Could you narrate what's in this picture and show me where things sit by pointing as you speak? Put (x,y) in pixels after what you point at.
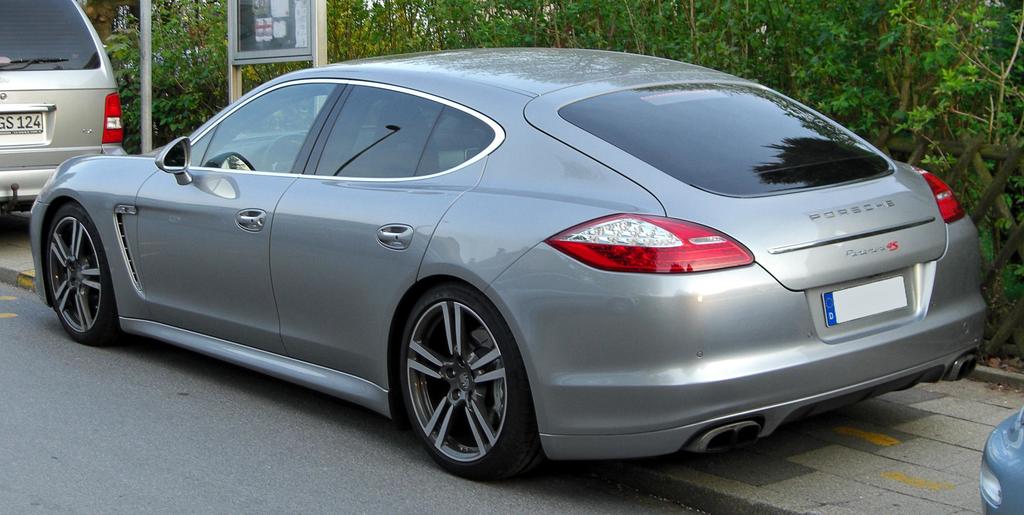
In this picture we can see the road (107,380), footpath (889,498), vehicles (363,284), board (279,54), pole (143,30) and in the background (167,75) we can see trees (136,60).
